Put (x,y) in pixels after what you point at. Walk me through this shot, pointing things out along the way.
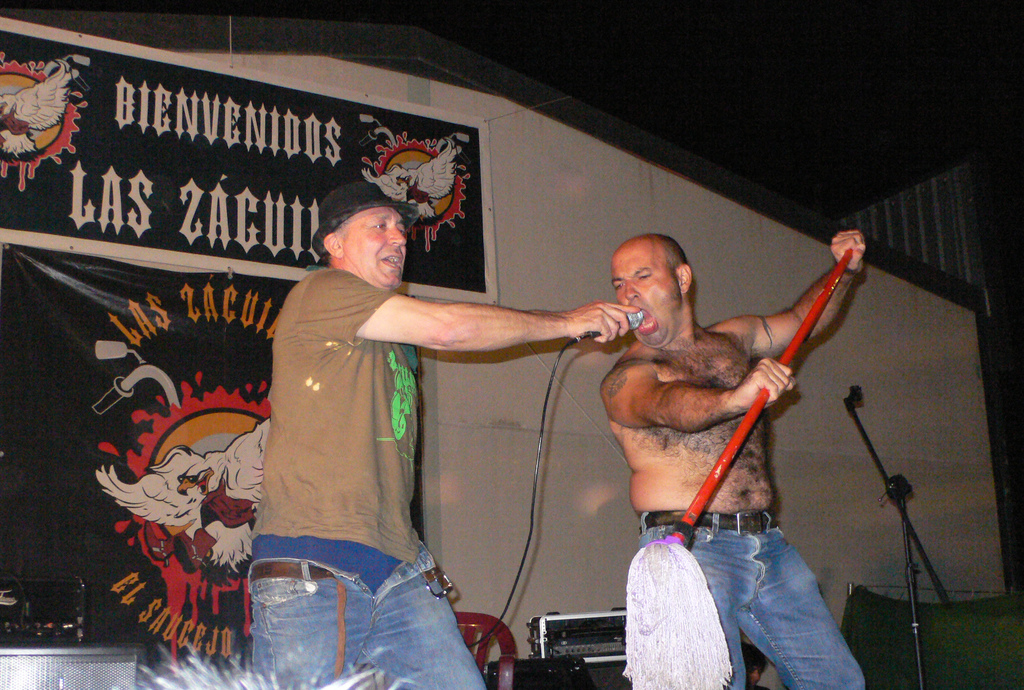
The picture is taken during a stage performance. In this picture there are two men (539,333) standing on the stage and singing, behind them there are posters (219,183), chair (487,644), music control systems (534,623), speaker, stand (903,490) and other objects (926,635).
